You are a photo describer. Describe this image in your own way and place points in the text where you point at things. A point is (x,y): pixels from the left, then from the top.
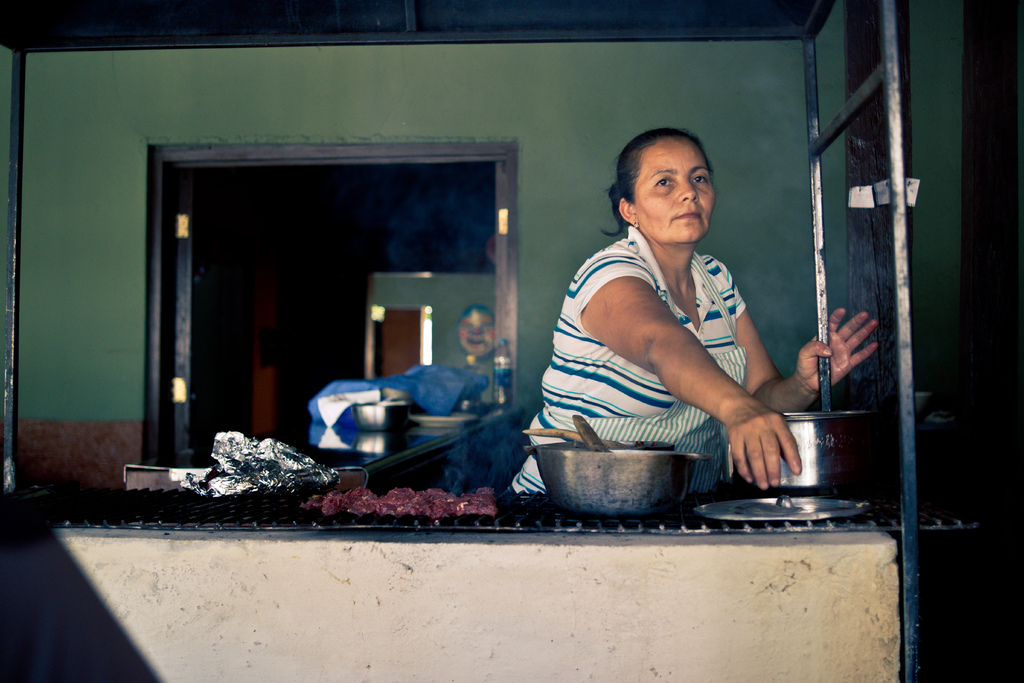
As we can see in the image there is wall (123,113), door (205,298), a woman (662,411) wearing white color dress (643,248), dish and there are bowls (634,459).
